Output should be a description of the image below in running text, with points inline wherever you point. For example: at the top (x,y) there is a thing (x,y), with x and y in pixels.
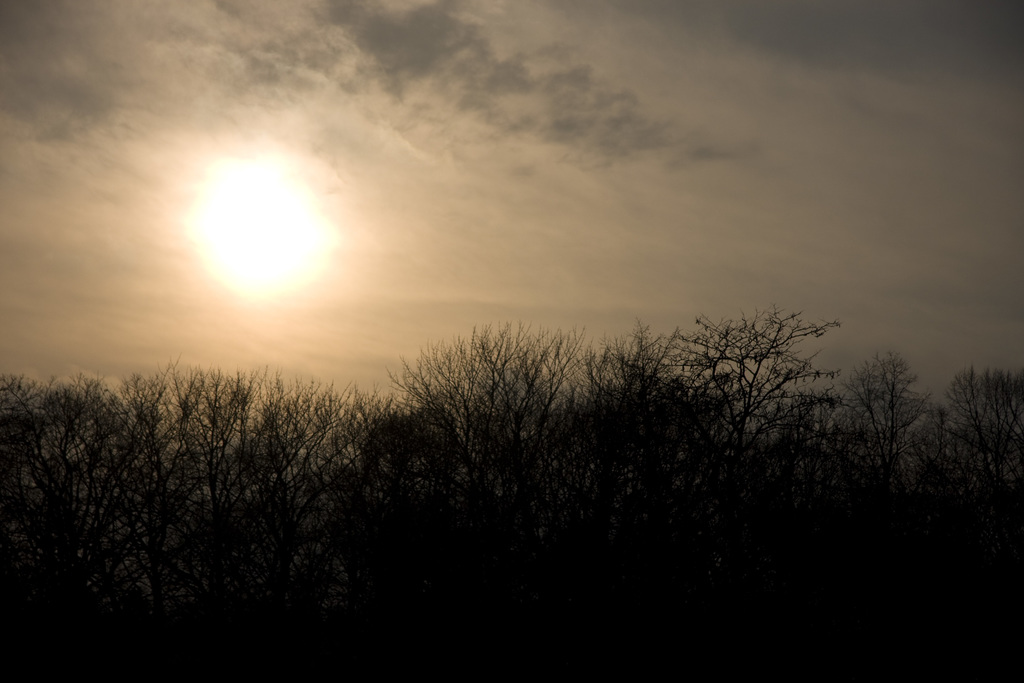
This image is taken outdoors. At the bottom of the image (105,495) there a few trees (227,441) and plants (998,560). At the top of the image (360,155) there is a sky (354,180) with clouds (294,101) and sun (289,217).
